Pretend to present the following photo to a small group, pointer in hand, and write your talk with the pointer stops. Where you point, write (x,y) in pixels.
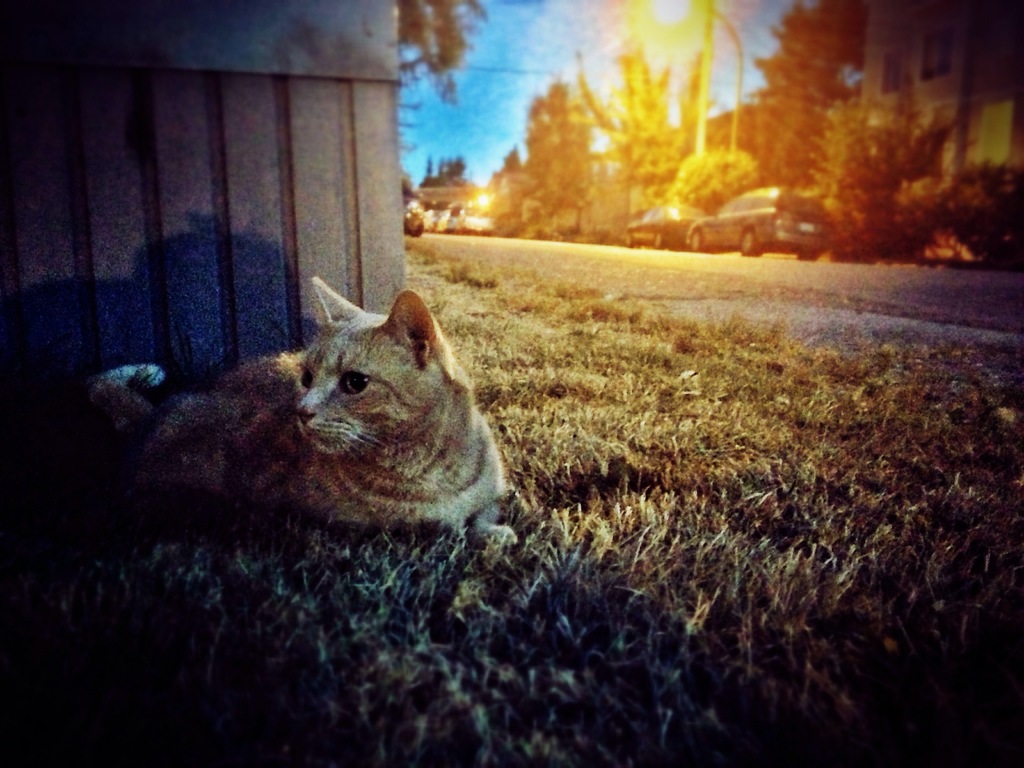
In this image, we can see a cat (324,454) on the grass (589,605). Background (720,171) we can see vehicles (477,225), road (976,280), trees (975,243), houses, lights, few objects (195,194) and sky (499,90).
